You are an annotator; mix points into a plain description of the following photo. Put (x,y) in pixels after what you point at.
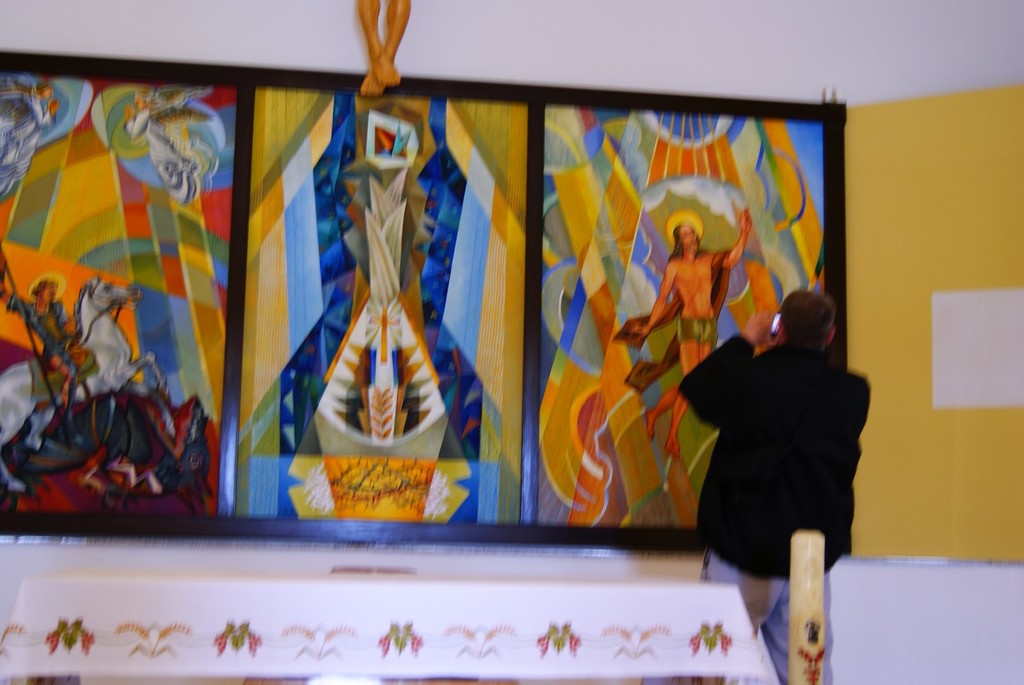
In this picture there is a person (843,403) standing and holding a gadget (776,317) and we can see cloth (444,633) on the table (417,607) and wooden object (801,537). In the background of the image (537,189) we can see frame (530,240) and paper (960,313) on the wall (894,127) and sculpture of legs (379,1).
